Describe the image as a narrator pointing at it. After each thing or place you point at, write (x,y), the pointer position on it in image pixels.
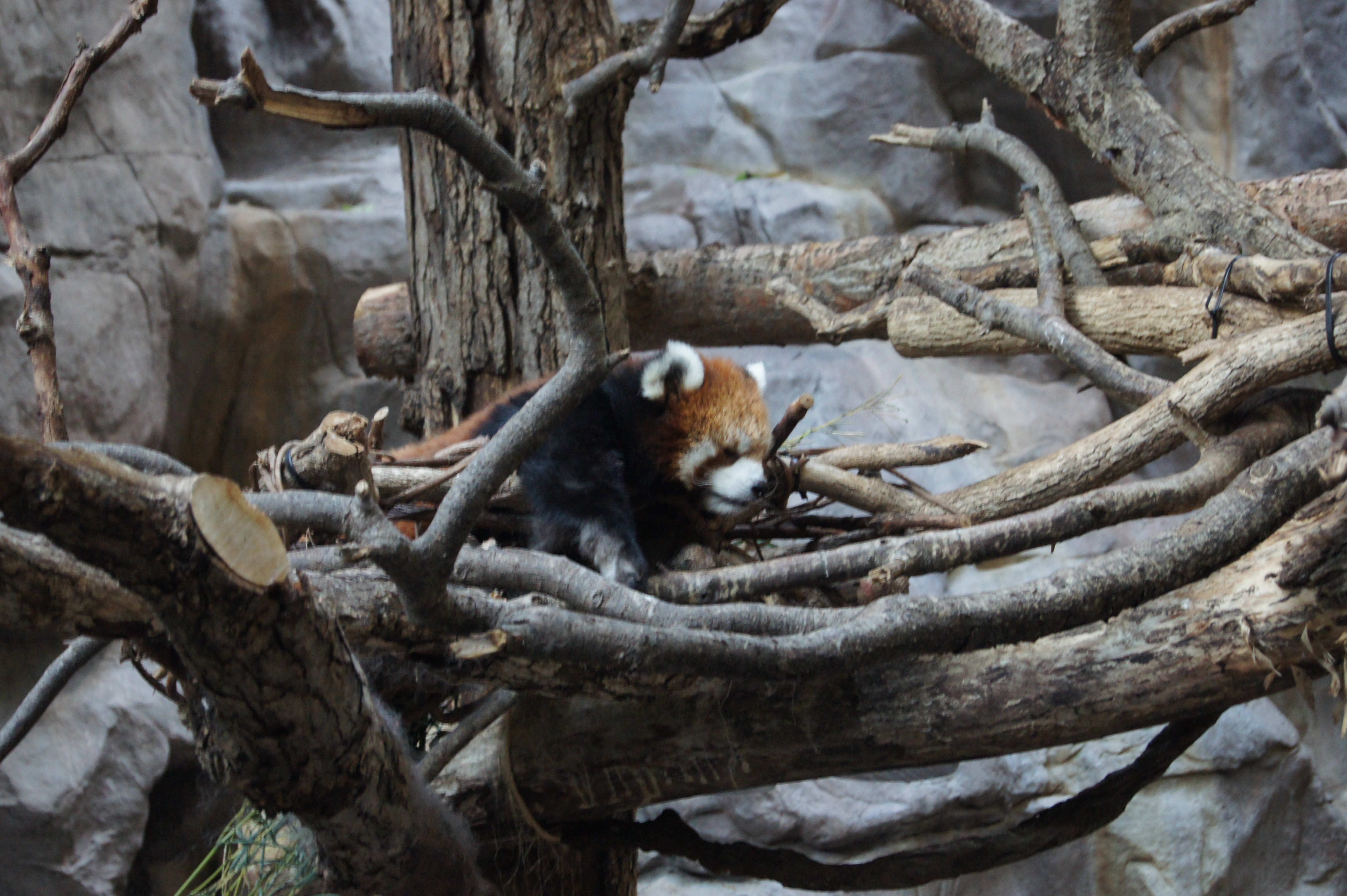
In this image I can see an animals (432,441) which is in white, brown and black color. It is in-between the wooden branches (553,620). In the back (111,203) I can see the rock (332,209).
